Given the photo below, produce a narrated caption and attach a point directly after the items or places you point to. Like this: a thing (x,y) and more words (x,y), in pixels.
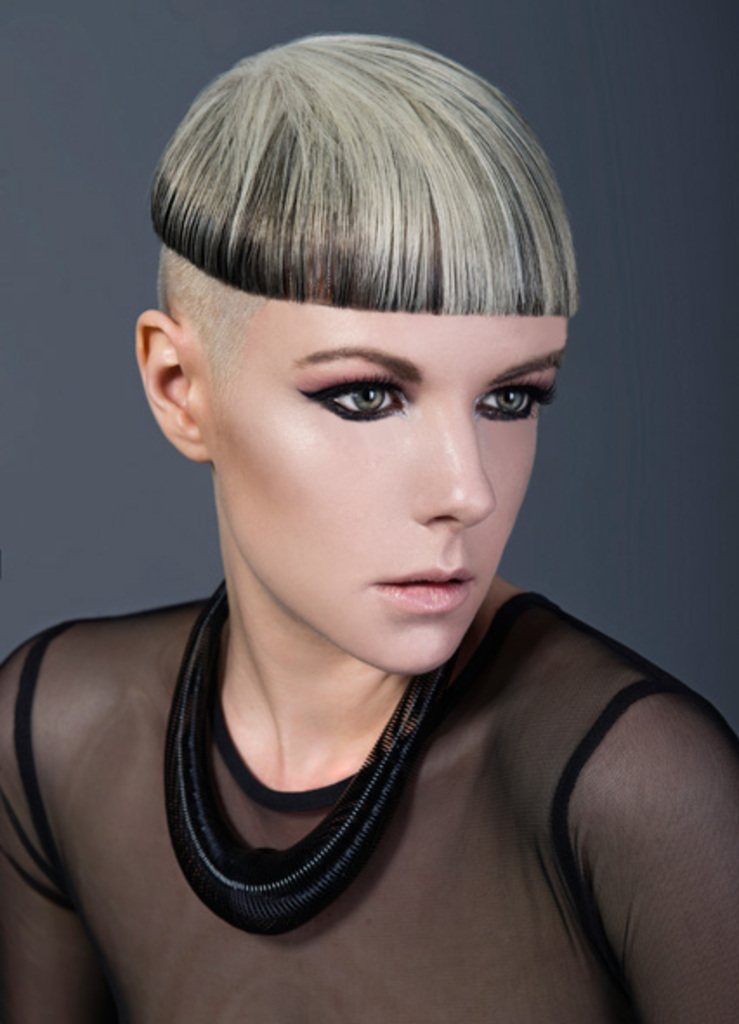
In this image I can see a woman (269,665) in the front (296,858), I can see she is wearing black colour dress (494,773) and around her neck (381,726) I can see a black colour thing (205,728).
